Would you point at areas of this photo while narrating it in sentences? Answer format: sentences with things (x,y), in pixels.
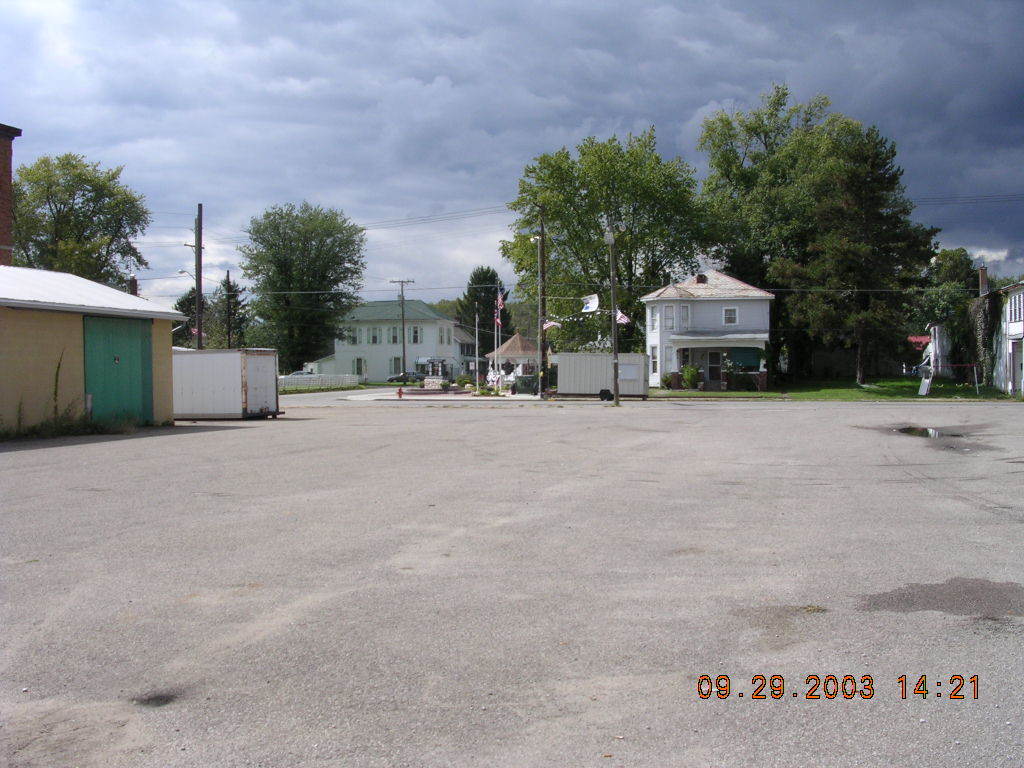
In this picture we can see a few numbers (780,684) in the bottom right (741,695). We can see a road (144,475). There are a few poles (614,317), houses (710,343) and trees (479,295) in the background (644,228). Sky (358,157) is cloudy.
